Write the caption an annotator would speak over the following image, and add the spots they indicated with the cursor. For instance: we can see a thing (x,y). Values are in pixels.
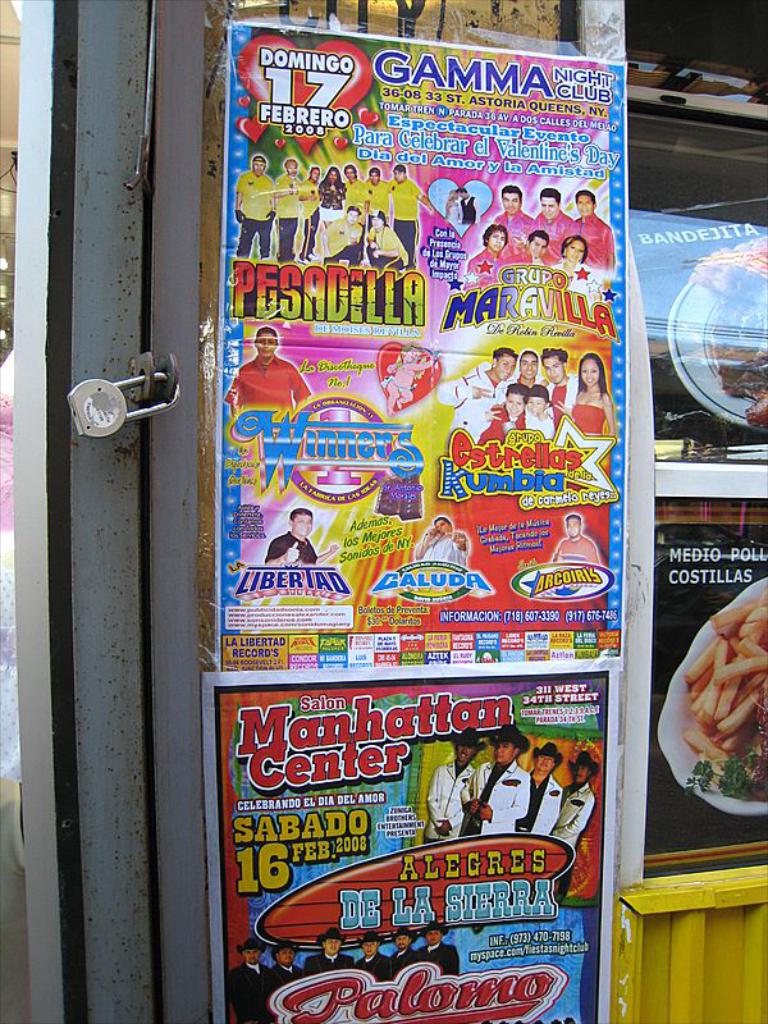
In this picture we can see a lock (142,379), posters (554,407) and some objects (86,520). On these posters (248,634) we can see some people (391,188), food items (694,673) and some text (338,119).
